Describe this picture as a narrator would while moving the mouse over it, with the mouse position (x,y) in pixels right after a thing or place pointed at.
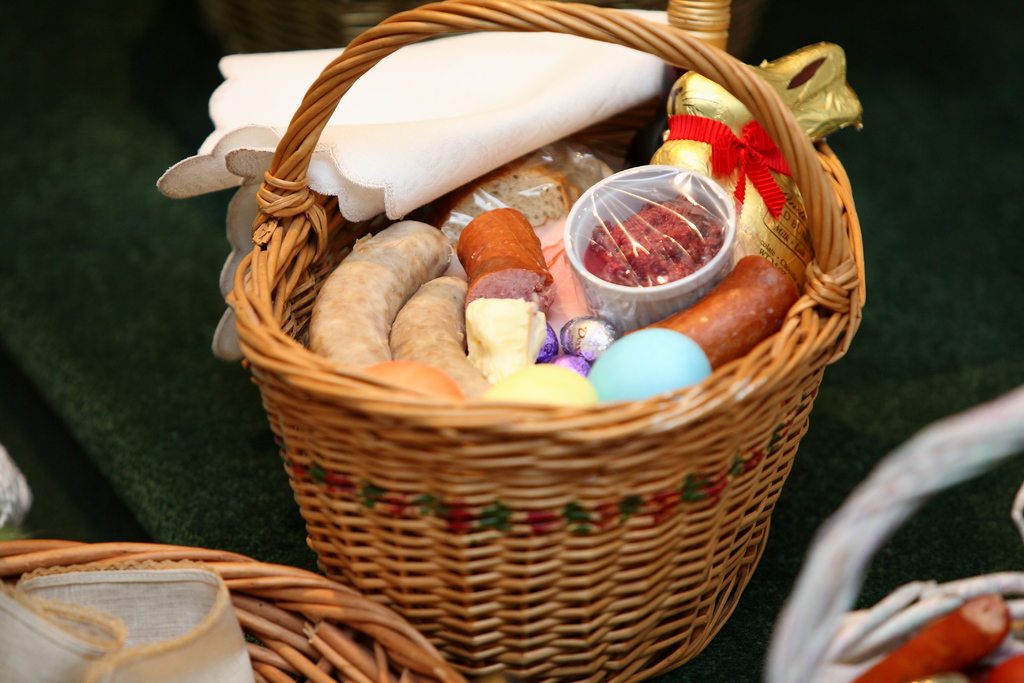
This image consists of baskets (563,428). In that there are some eatables (420,316), tissues (459,105), covers (666,204).
